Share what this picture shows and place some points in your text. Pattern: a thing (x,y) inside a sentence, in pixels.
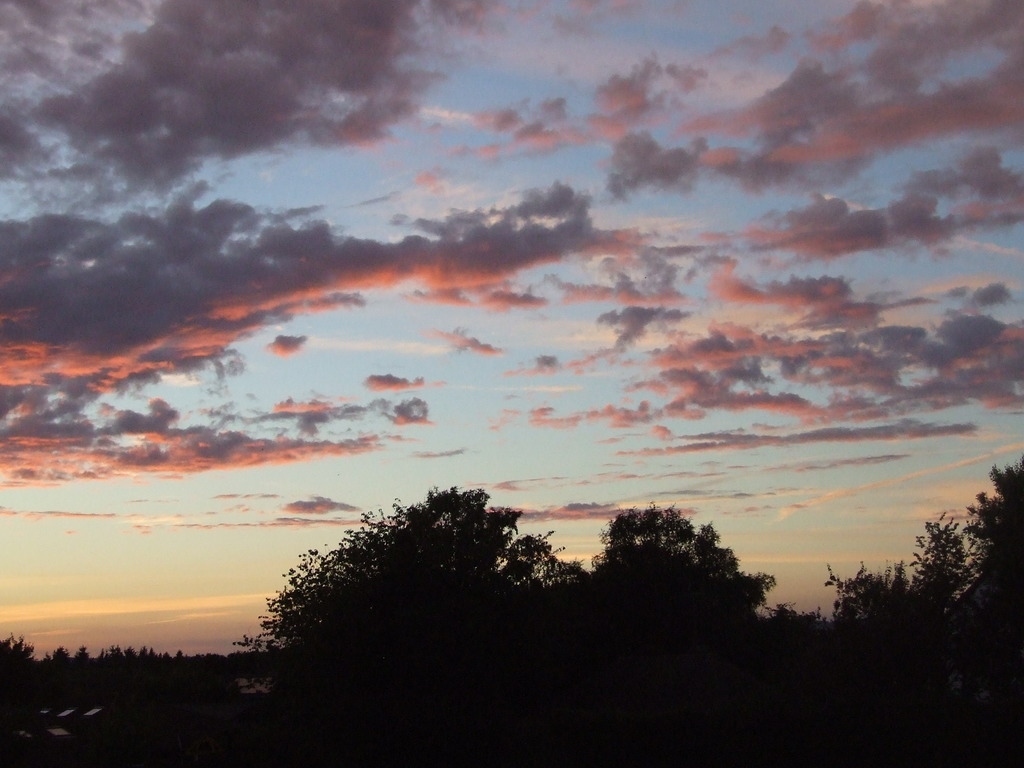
In this image I can see number of trees (582,588) in the front (364,527). In the background (113,297) I can see clouds (411,235) and the sky (572,91).
